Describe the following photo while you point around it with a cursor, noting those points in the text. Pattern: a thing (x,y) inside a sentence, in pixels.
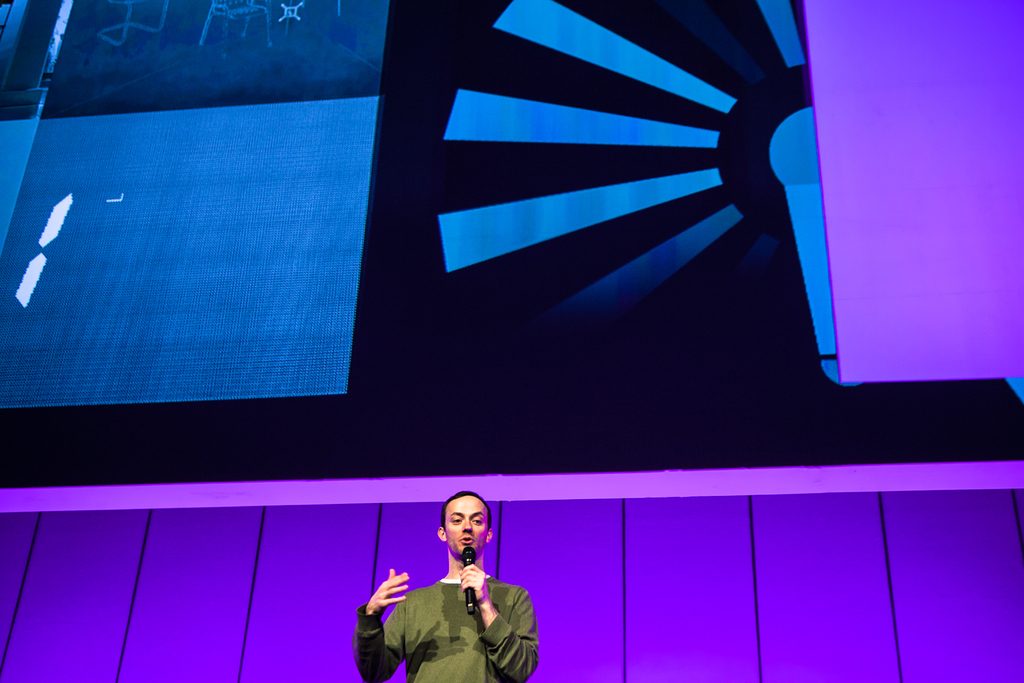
In this picture I can see a man (441,625) is holding a microphone (467,607) in the hand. The man (429,638) is wearing green color t-shirt (448,643). In the background (429,382) I can see some designs (478,265).
